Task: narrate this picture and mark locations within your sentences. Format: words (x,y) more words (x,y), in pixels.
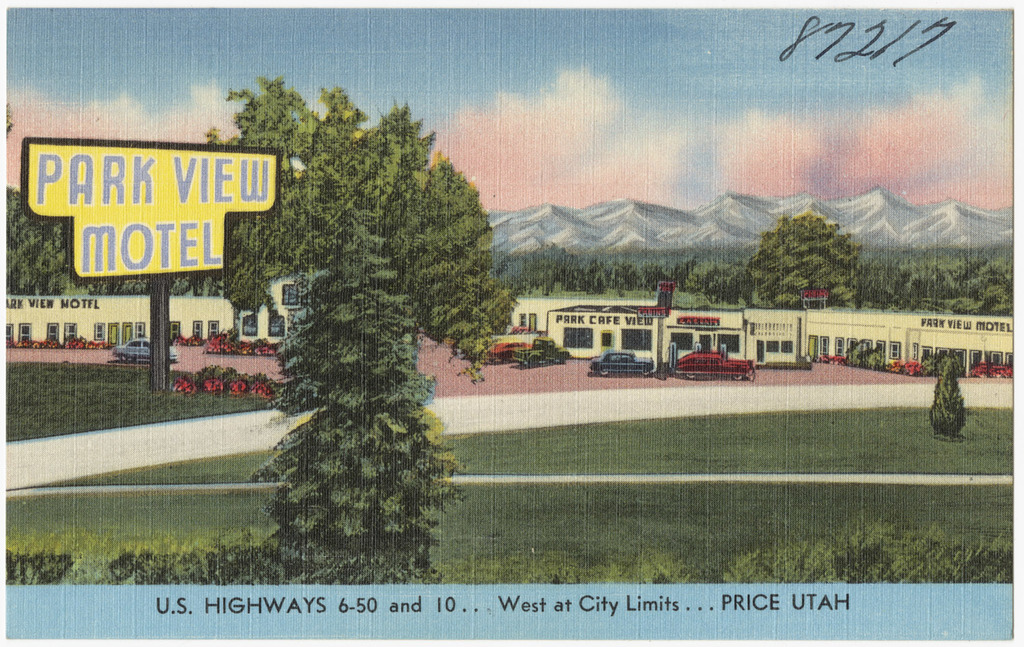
In this image there is a painting (416,360) of trees (385,351), cars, buildings (631,352), mountains (684,225) and there is grass (707,444) on the ground (724,461) and there is a pole (155,306), board (151,225) with some text (182,190) and the sky (591,118) is cloudy.
